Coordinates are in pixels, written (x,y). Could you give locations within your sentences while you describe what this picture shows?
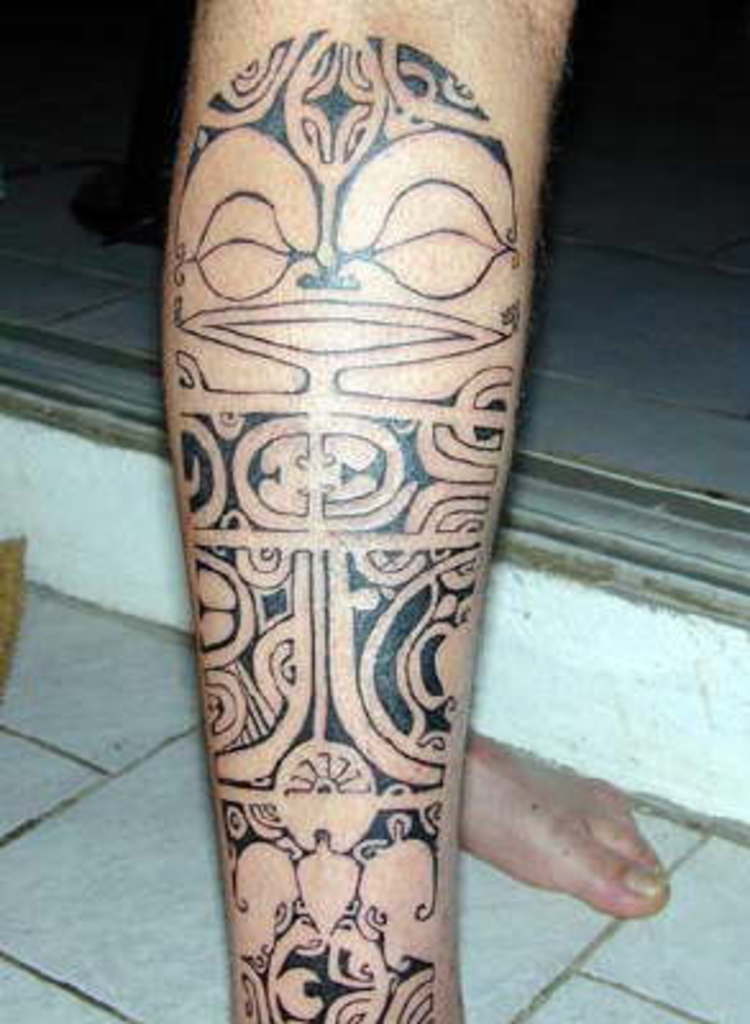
This is a zoomed in picture. In the foreground (208,494) we can see the leg (508,41) of a person (403,867) on which there is a black color tattoo (352,454). In the background (624,237) we can see the ground (610,948) and a foot (555,815) of a person (531,805).
